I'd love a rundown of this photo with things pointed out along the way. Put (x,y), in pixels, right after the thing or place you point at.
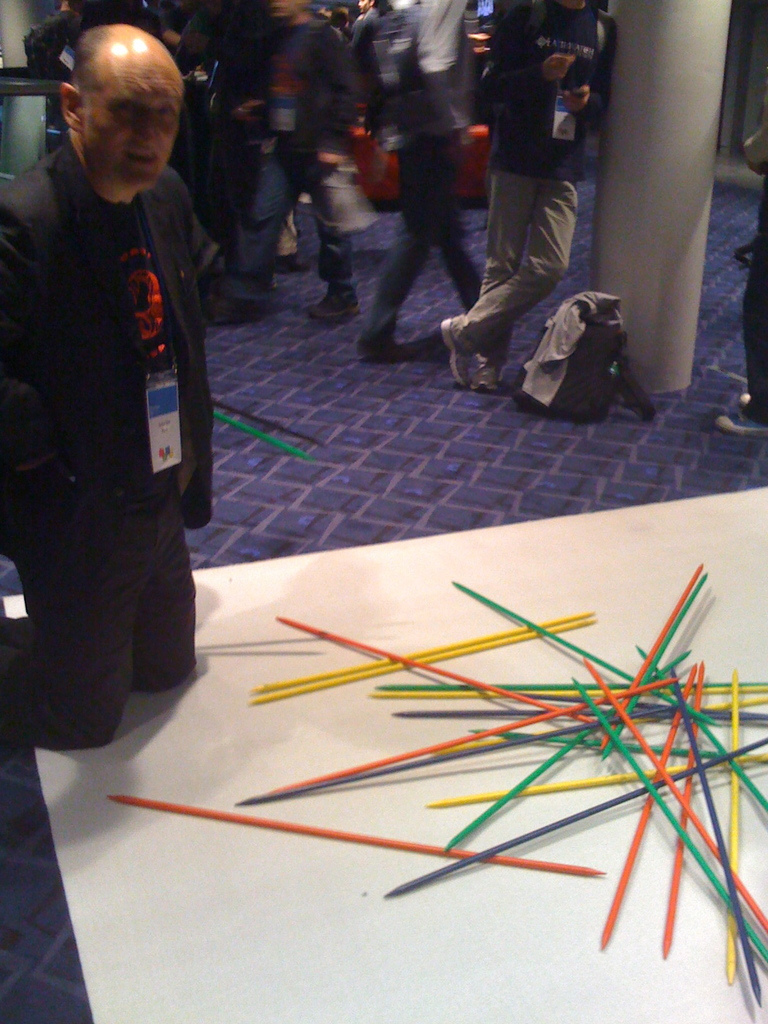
In this image we can see people (313,153) standing. There is a pillar (645,189). To the left side of the image (158,429) there is a person (99,487) kneeling down. At the bottom of the image (315,891) there is a white color surface (427,908) with some objects (628,863) and there is a carpet (41,939).
